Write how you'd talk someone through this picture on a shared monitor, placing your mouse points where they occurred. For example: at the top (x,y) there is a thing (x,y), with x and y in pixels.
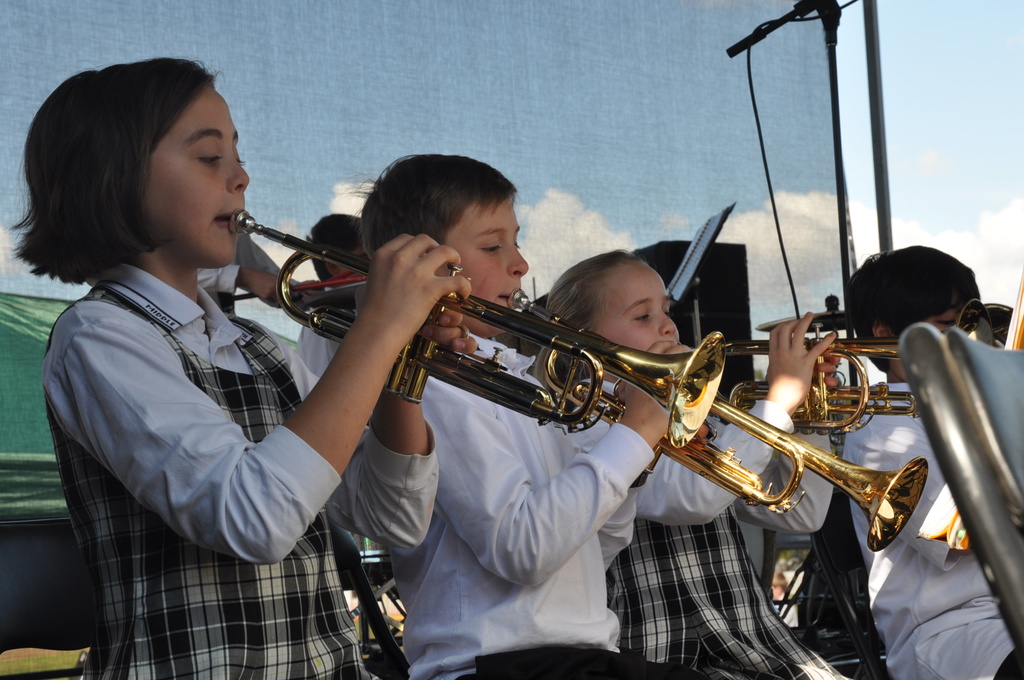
In this image we can see kids (460,405) playing trumpets (736,393). There is a mic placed on the stand (834,17). In the background (698,181) there is a curtain (653,172) and sky (964,141). We can see a speaker (724,291).
